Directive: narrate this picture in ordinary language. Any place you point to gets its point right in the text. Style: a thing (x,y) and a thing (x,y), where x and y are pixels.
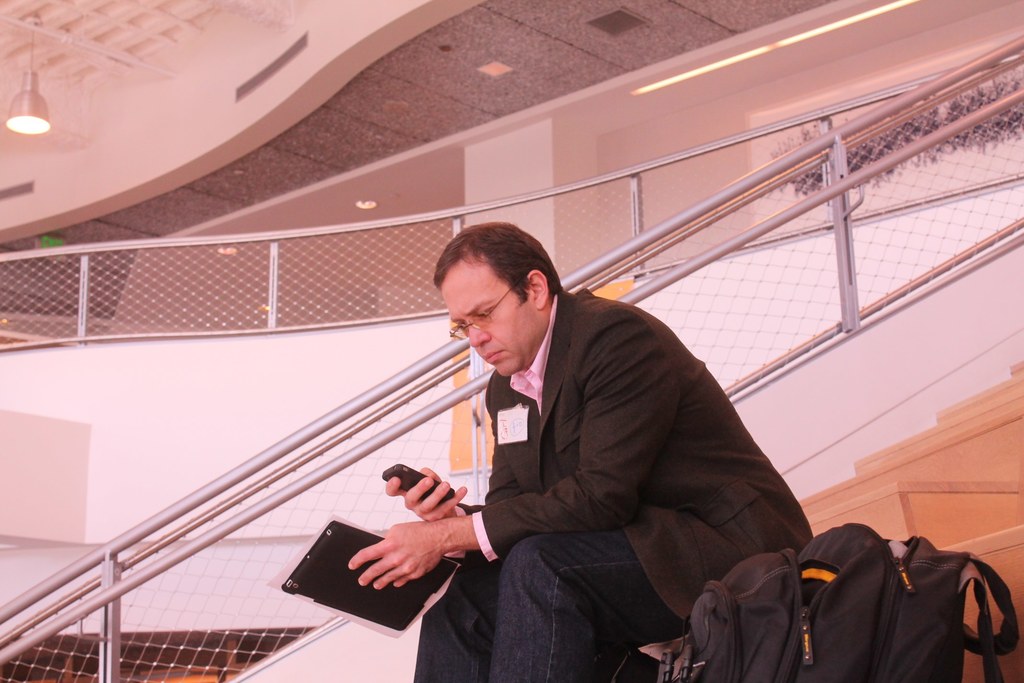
In this picture we can see a man (586,441) is sitting and holding a mobile phone (417,481) and a file (373,592), there is a bag (895,650) at the bottom (893,629), on the right side (999,432) there are stairs (957,449), we can see metal rods (619,252) in the middle (638,296), there is a light (27,100) at the left top of the picture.
